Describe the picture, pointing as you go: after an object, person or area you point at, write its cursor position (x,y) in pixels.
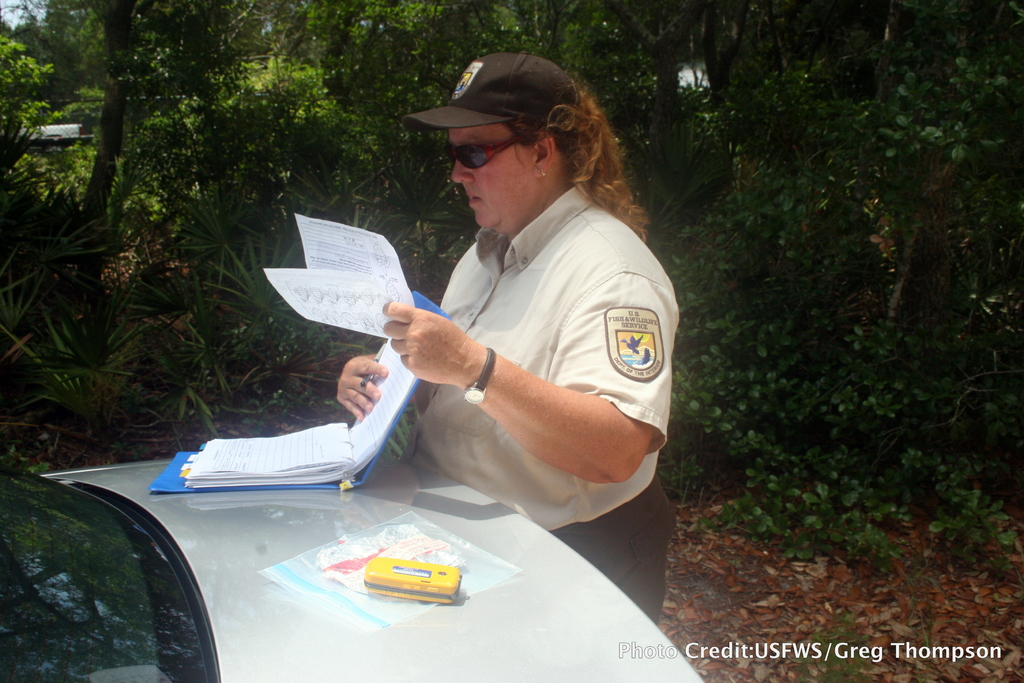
In this picture we can see a vehicle (623,614), woman (638,595) on the ground (691,578), she is wearing a cap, goggles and watch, here we can see a file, papers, pen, dried leaves (708,506) and an object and in the background (811,253) we can see trees (838,362), sky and some objects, in the bottom right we can see some text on it.
